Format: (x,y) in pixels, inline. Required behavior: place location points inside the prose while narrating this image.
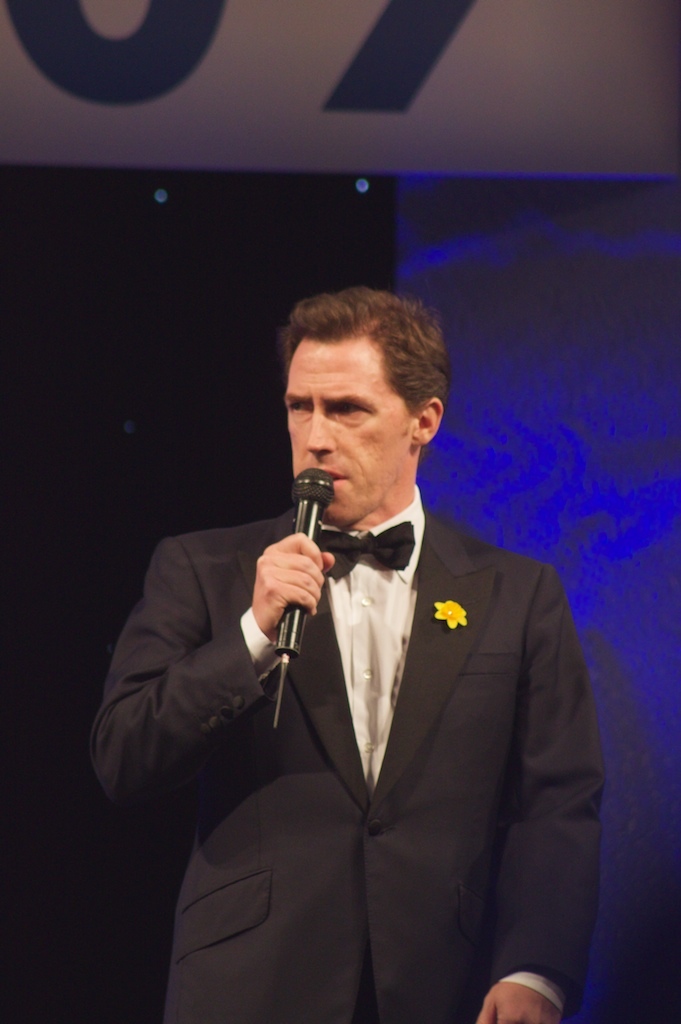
This picture shows a man (304,539) standing and speaking with the help of a microphone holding in his hand (320,563).
